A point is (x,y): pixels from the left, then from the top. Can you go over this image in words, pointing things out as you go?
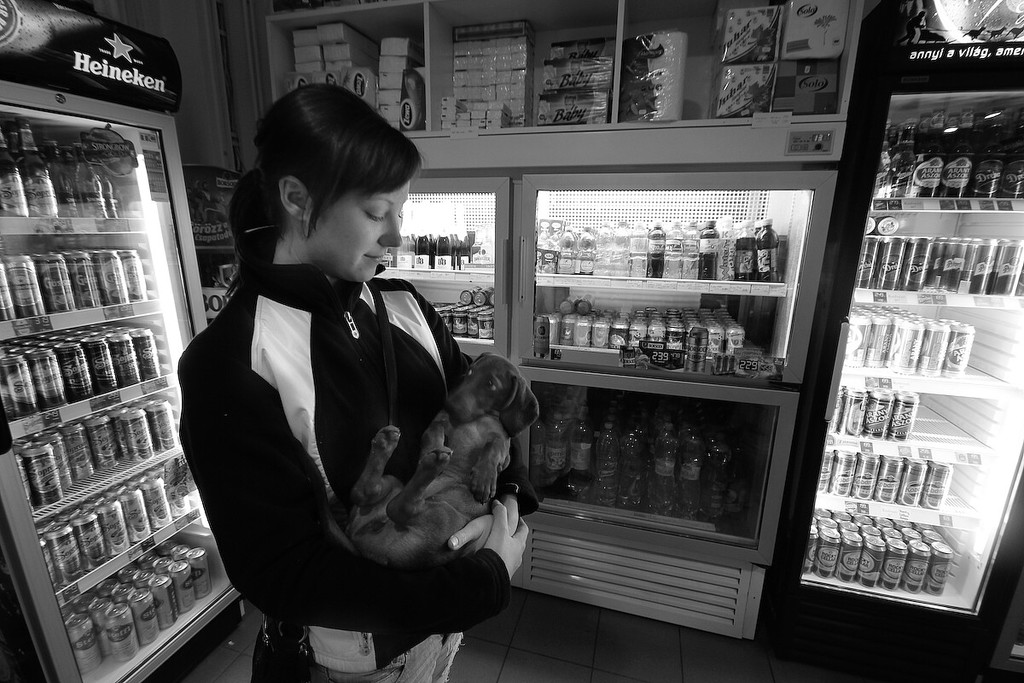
In the center of the image (343,398) there is a woman (335,471) standing and holding a dog (372,475). On the right side of the image (880,579) we can see drinks (882,549) and bottles (958,155) in a refrigerator (926,447). On the left side of the image (93,645) we can see drinks (108,642) and bottles (42,206) in a refrigerator (142,546). In the background (825,68) we can see bottles (655,234), refrigerator (601,220) and tissues (548,100).
